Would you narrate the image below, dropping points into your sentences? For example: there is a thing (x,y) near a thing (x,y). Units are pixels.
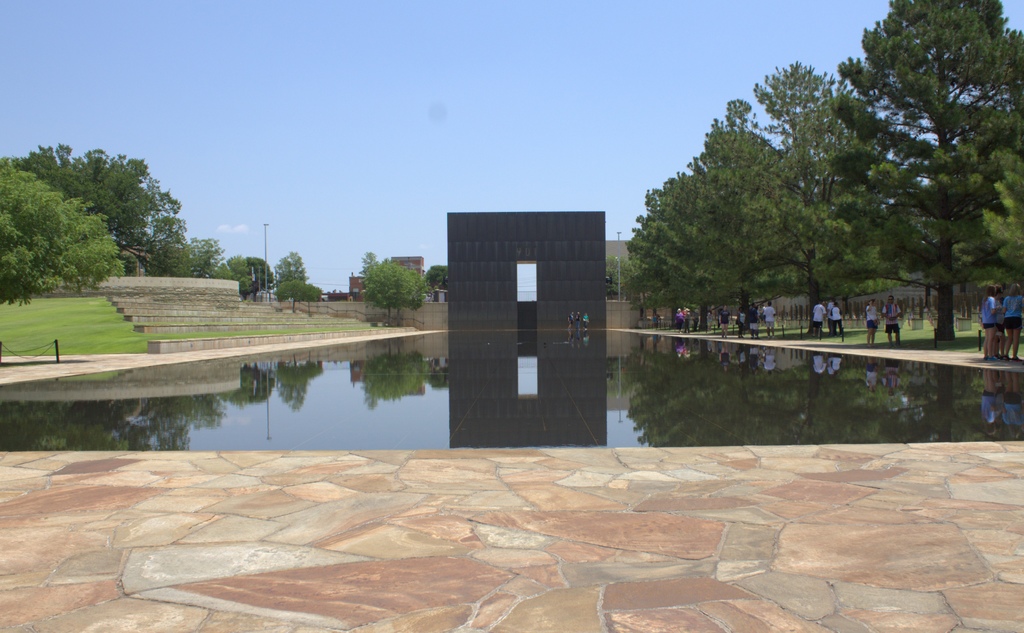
In this image we can see a pond (15,389), on the right side of the image (867,160) there are trees (867,160), plants (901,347), buildings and a group of people (1018,299), on the left side of the image (61,221) we can see some trees (69,235), plants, barricades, staircase (288,313) and buildings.
